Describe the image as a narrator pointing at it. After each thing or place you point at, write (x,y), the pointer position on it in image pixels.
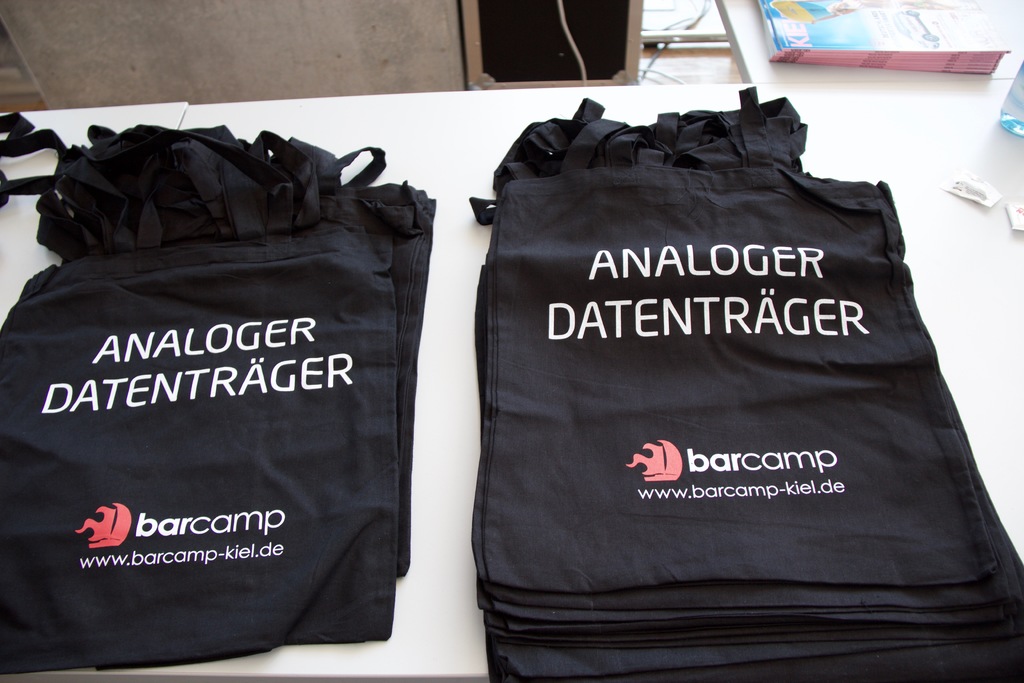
This image is taken indoors. At the bottom of the image (455,634) there is a table (367,137) with a few bags (262,145) and a text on them and there are a few books (911,40) and a few things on the table (314,127). In the background (206,27) there is a wall (309,32) and there is a machine (634,45) on the floor (719,68).
